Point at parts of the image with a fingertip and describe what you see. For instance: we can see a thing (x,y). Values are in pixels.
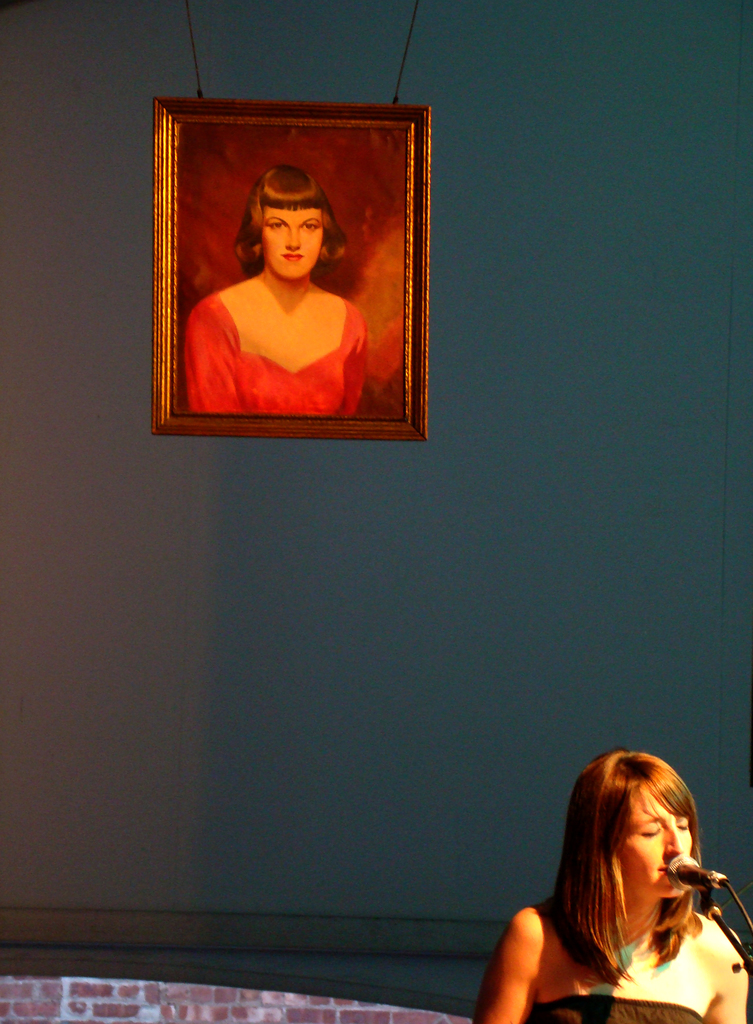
In the bottom right (601,895) there is a woman (597,943). In front of her there is a mike stand (708,895). It seems like she's singing. At the back of her there is a wall (594,689). At the top of the image (234,294) there is a photo frame (255,292) attached to the wall (465,169).
